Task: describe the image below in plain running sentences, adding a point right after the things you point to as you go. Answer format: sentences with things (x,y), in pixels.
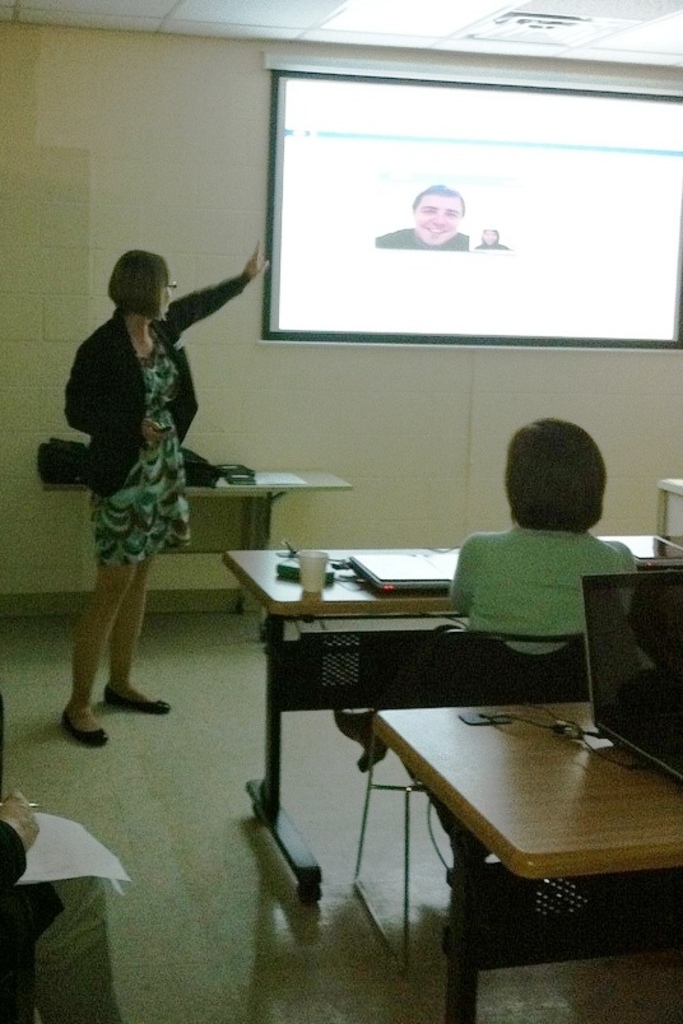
In this picture we can see a woman (80,360) wore blazer (125,442), spectacle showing on screen (559,176) and in front of her we can see woman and a person (59,902) sitting on chair (488,643) and in front of them there is table (334,553) and on table (294,583) we have glass (318,584), book (284,575), laptop (396,566), papers (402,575) and this screen (308,294) is to the wall (173,157).
